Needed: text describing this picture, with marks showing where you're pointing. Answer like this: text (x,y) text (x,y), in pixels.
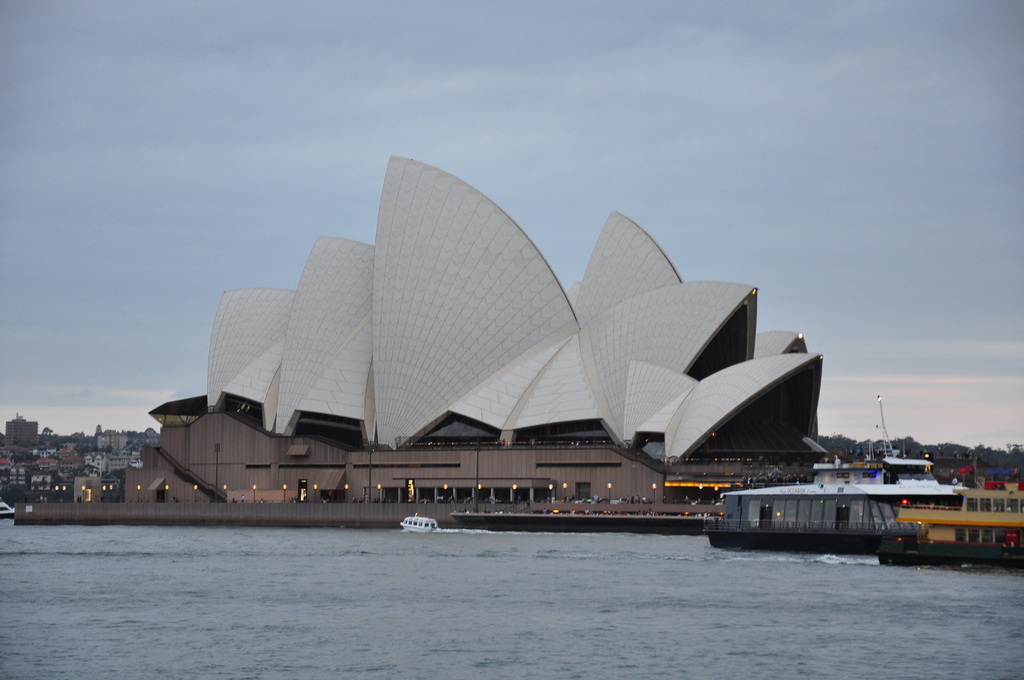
In this picture we can see ships (900,491) and boats (968,539) above the water (701,586). We can see buildings (780,421) and lights (304,482). In the background of the image (697,183) we can see the sky (972,366).
